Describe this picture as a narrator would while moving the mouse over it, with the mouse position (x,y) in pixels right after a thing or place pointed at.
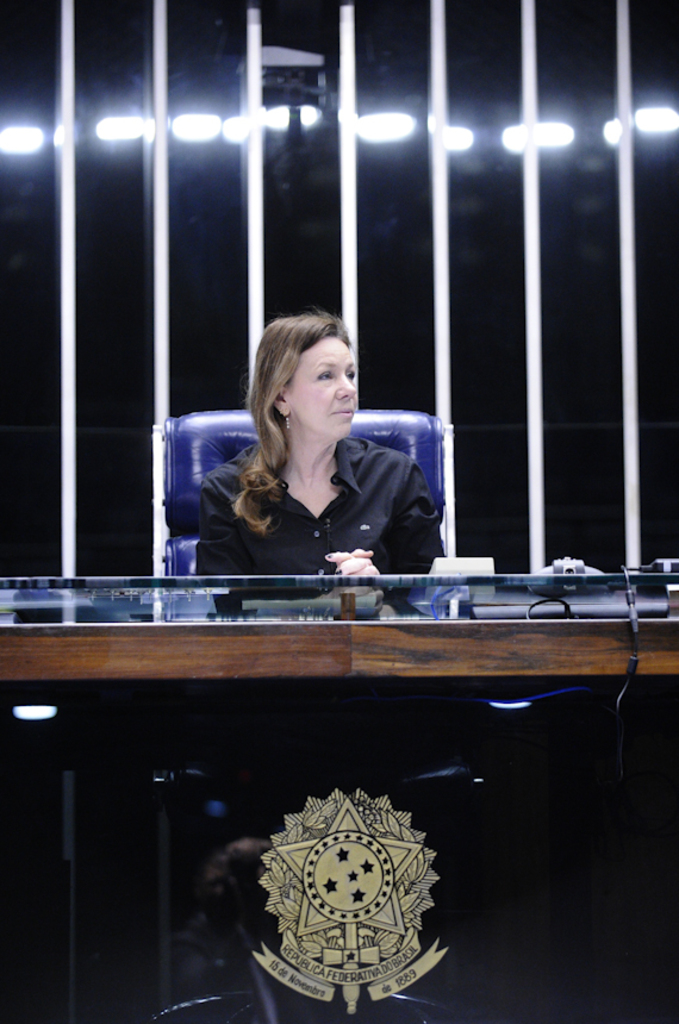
Here we can see a woman (363,466) sitting on the chair (179,563) and this is table (404,802). In the background (189,118) we can see lights (613,126).
